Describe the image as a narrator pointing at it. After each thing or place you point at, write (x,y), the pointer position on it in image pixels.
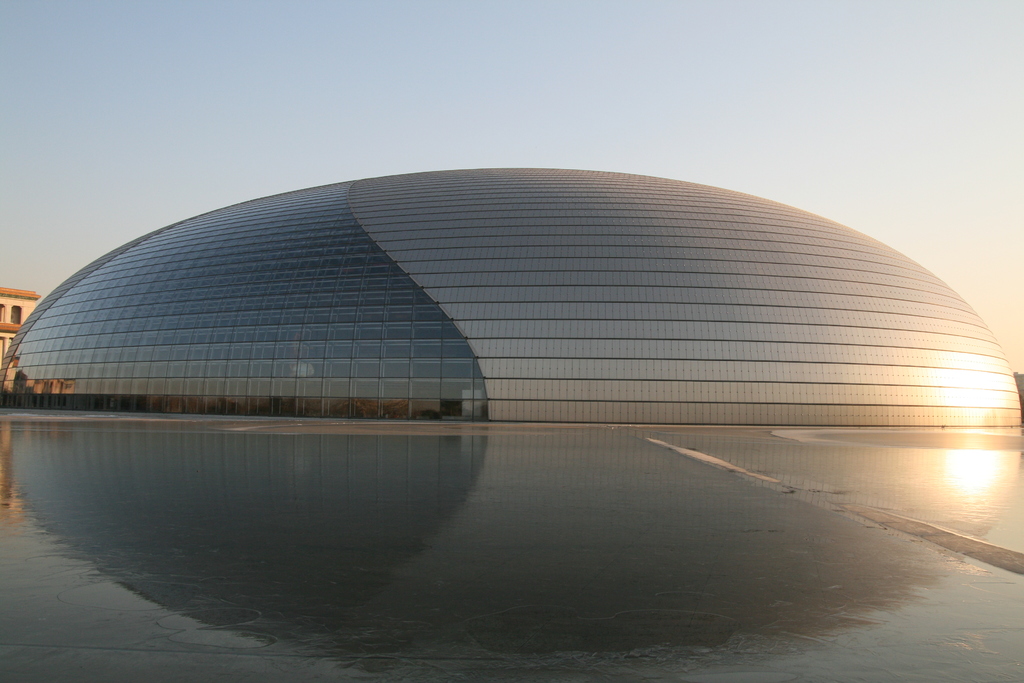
In this image we can see few buildings (465,346). There is the reflection (838,546) of buildings (966,368) on the water surface (602,515) in the image. There is the sunlight (977,378) falling on the building (954,383) at the right side of the image (931,389). There is the sky (1012,197) in the image.
